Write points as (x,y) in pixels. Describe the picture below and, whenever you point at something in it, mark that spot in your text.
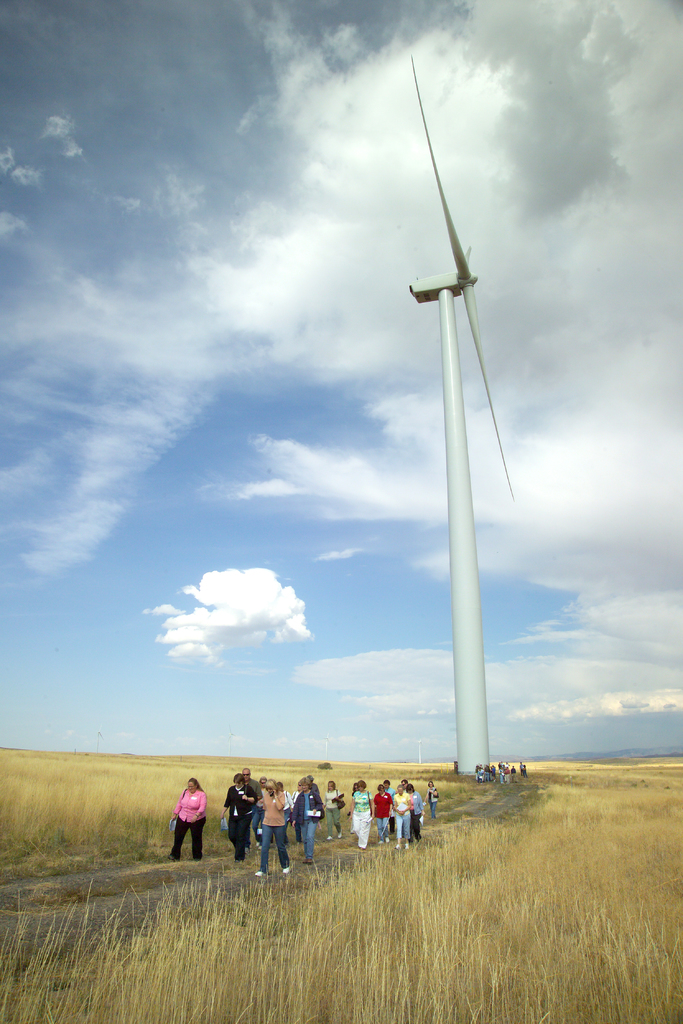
In this image, we can see a white windmill (462,719). Here we can see a group of people (334,810) and plants (353,869). Background (427,228) there is a cloudy sky (364,535).
